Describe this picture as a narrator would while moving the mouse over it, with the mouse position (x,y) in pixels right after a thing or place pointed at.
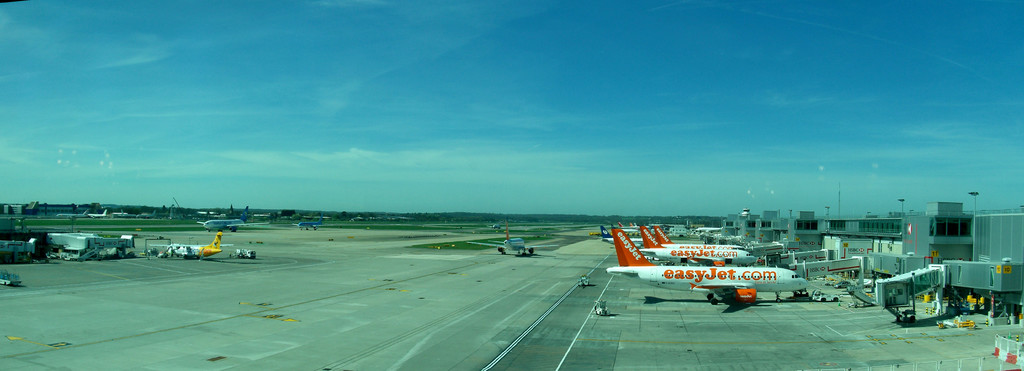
This is the picture of an airport (668,276). In this image there are aircrafts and there are buildings (794,247) and poles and there are vehicles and trees (602,219). At the top (582,75) there is sky (451,95). At the bottom (844,341) there is a road (441,260). In the foreground (1015,359) there is a fence (1000,364).
